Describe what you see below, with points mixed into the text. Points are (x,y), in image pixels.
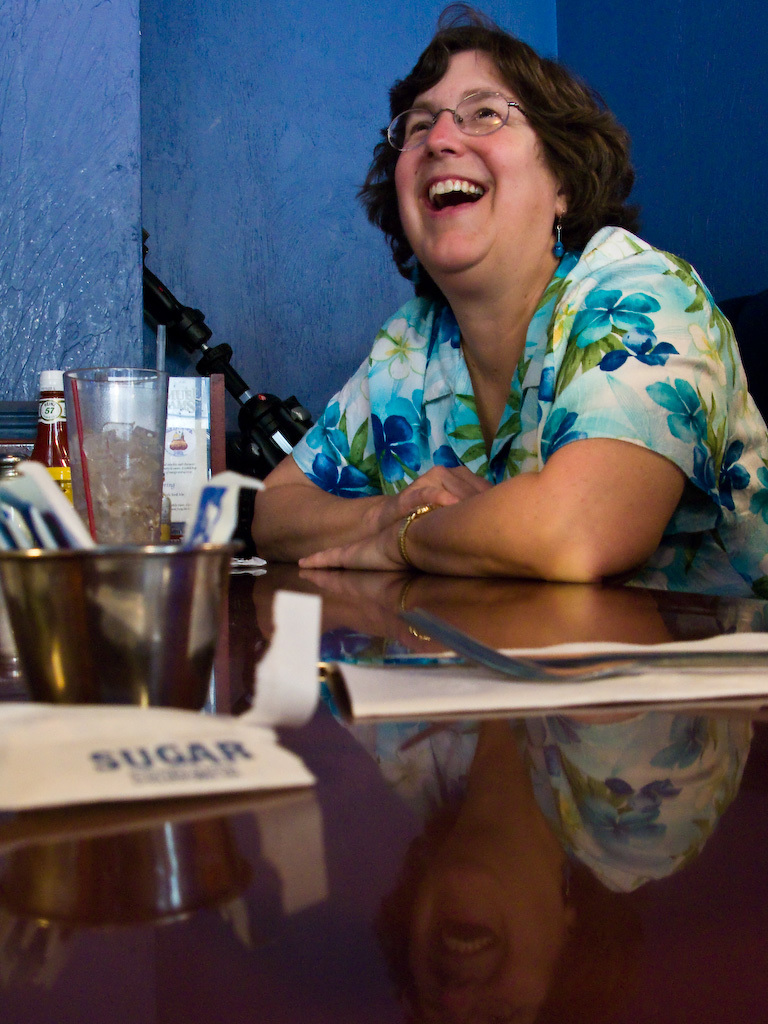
In this image, on the right side (746,558), we can see a woman (755,462) sitting on the chair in front of the table (572,722). On that table (527,777), we can see some papers (588,693), glass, sauce bottle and a board (177,430). In the middle of the image (267,430), we can also see a stick (266,412) which is in black color. In the background (265,374), we can see a wall (297,45) which is in blue color.
